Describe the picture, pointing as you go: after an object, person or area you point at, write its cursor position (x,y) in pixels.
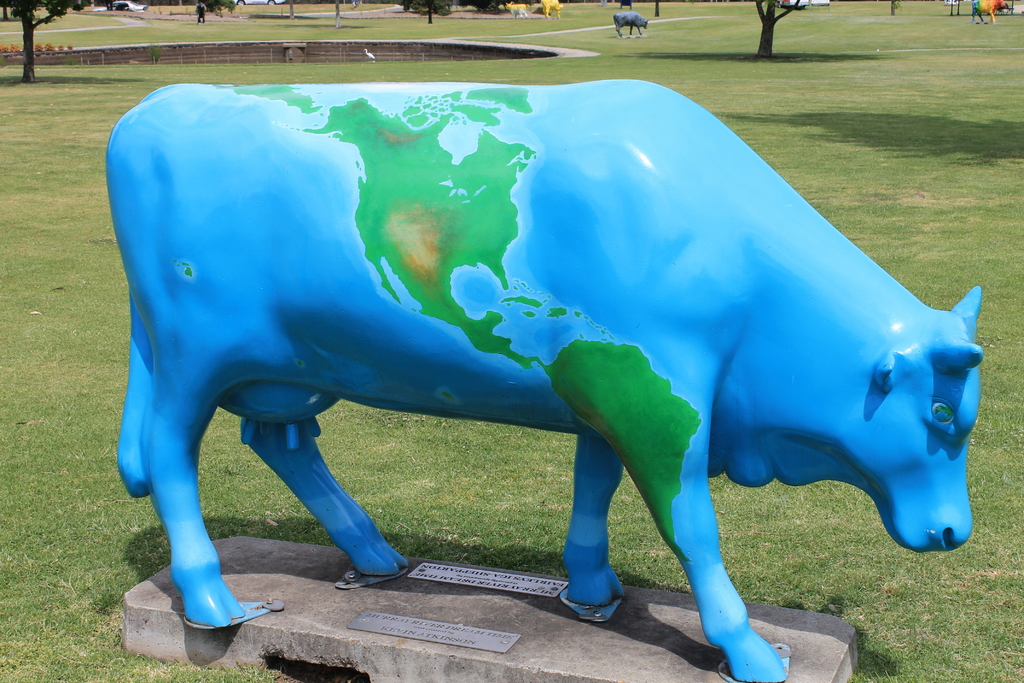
In this picture we can see a blue statue (313,264) of a cow (722,568) surrounded by grass (71,212) and trees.
